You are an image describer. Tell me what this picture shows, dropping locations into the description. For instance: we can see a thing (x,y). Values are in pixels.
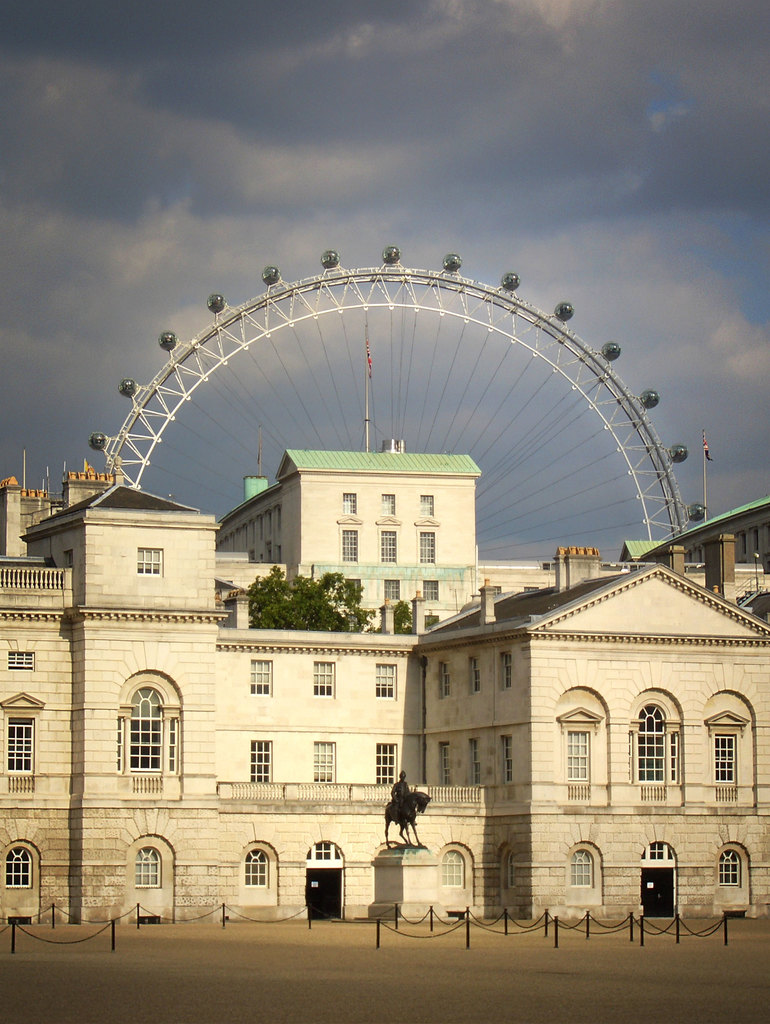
In this picture I can observe a building (283,639) in the middle of the picture (395,596). In the background (103,392) I can observe giant wheel (183,388) and some clouds (361,167) in the sky (416,163).
